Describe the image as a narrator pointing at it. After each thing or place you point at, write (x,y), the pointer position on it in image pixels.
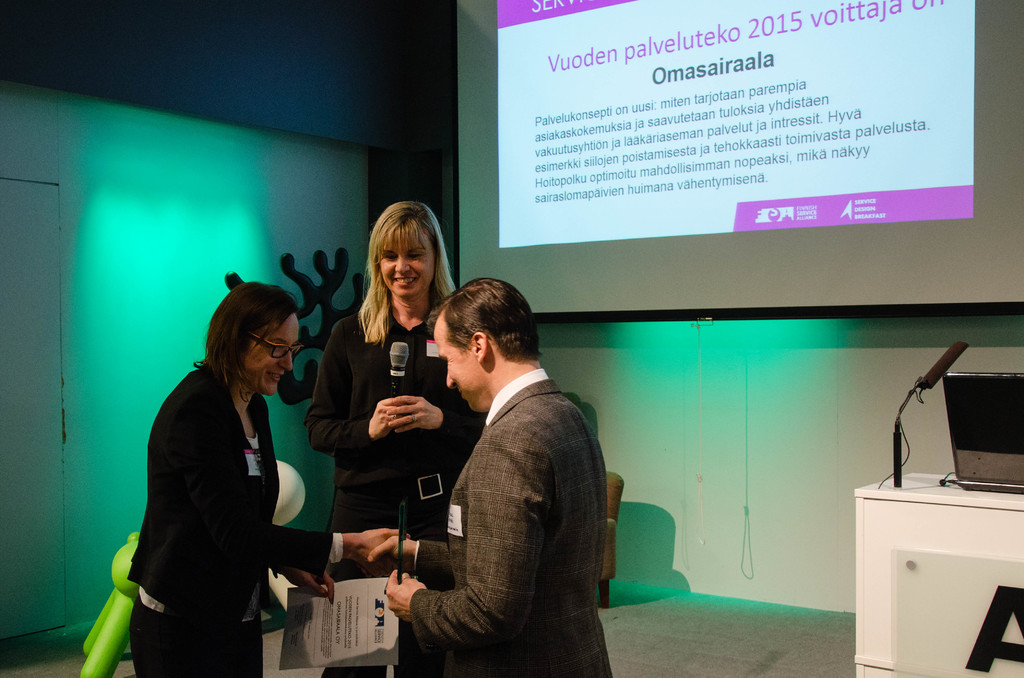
In this image I can see three persons (502,540) standing, the person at left (255,593) is wearing black blazer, the other person (389,423) is holding the microphone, background I can see a laptop (966,429), projection screen (875,64) and the wall (805,438) is in white color.
